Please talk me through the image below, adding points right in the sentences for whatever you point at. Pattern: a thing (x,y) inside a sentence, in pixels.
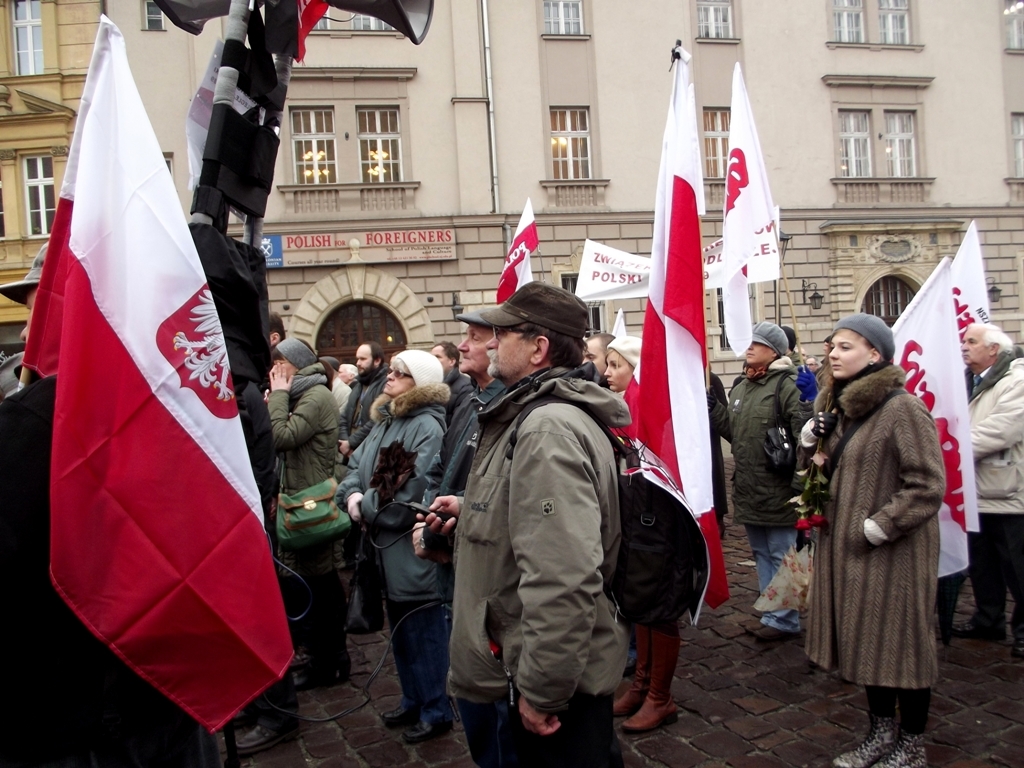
This picture is clicked outside. In the center (576,449) we can see the group of persons (773,546) holding some objects (280,530) and standing on the ground (970,600) and we can see the flags (695,268) and some other objects (234,141). In the background (543,56) we can see the buildings (425,98) and we can see the windows (364,139) of the buildings (416,150) and we can see the text (396,246) on the building (428,160).
